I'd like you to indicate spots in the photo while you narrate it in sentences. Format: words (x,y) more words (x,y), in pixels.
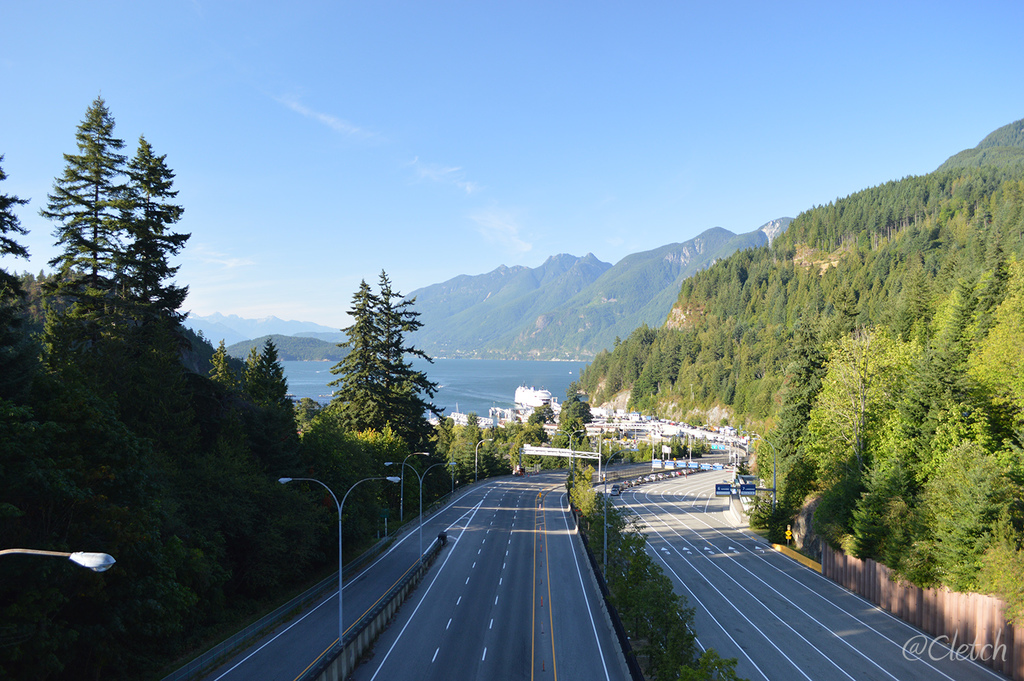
This picture is taken from outside of the city and it is sunny. In this image, on the right side (872,361), we can see some trees (959,364), plants (1008,566). On the left side (113,452), we can also see some trees (317,467), plants (332,519), street light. In the middle of the image (565,443), we can see some plants (608,513), hoardings (587,450), street lights (604,500), houses (617,415), building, rocks (671,327). In the background (616,316), we can also see some rocks (671,310), trees (796,288), plants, mountains (459,352). At the top (535,39), we can see a sky (461,267), in the middle (473,363), we can see water (459,369) in an ocean (523,366) and at the bottom (672,500), a road (720,541).
